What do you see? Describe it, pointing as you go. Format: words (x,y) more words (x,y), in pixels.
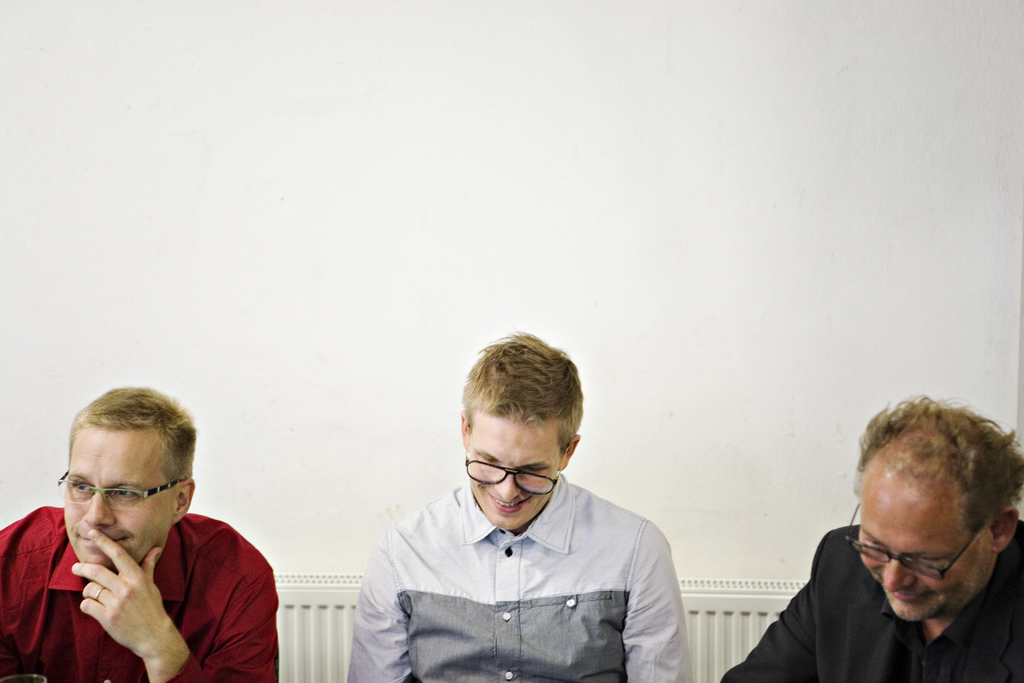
In this image I can see three men (436,518) and I can see all of them are wearing specs (140,496). I can see all of them are wearing shirt (426,642) and I can see smile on their faces (85,517). in the background (689,87) I can see white colour wall (572,200).
